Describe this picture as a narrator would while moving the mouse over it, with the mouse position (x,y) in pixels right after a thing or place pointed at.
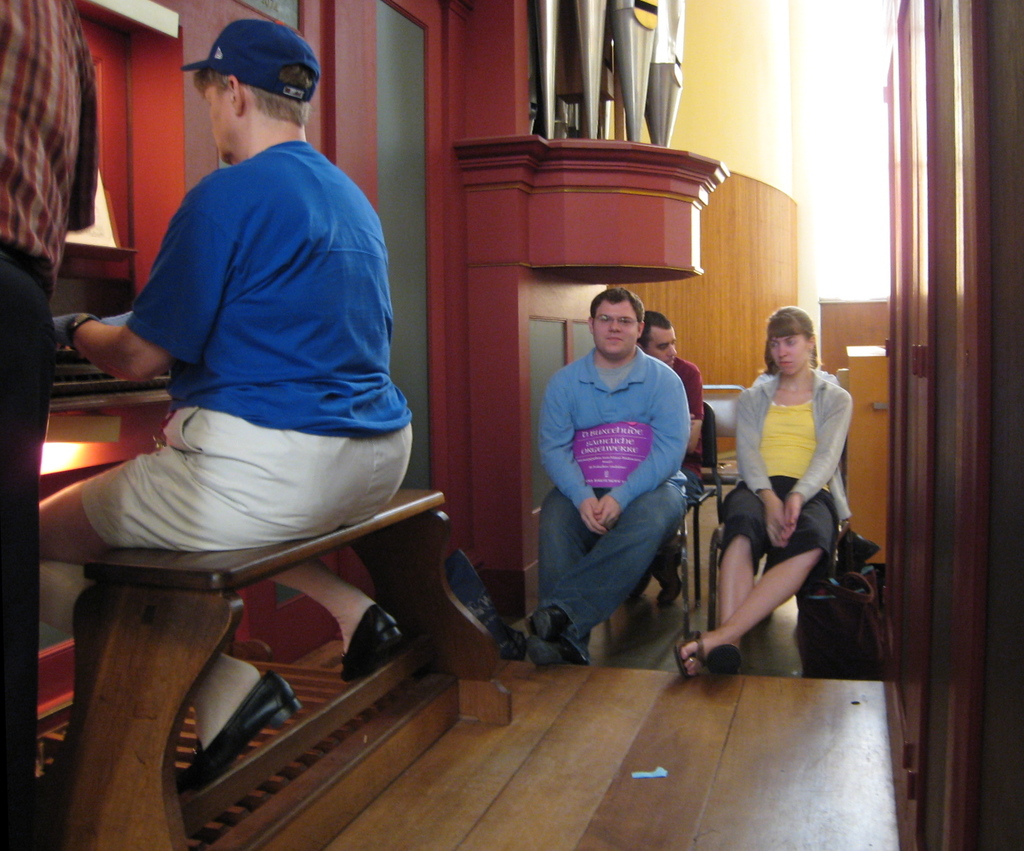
In the picture we can find a man (348,278) sitting on a bench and doing some work. he is wearing a cap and he is wearing a blue T-shirt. And beside to him there are few people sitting on the chairs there is one woman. In the background (431,286) we can find a wooden wall (474,307) and a wooden interior (504,307) and a wooden floor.
